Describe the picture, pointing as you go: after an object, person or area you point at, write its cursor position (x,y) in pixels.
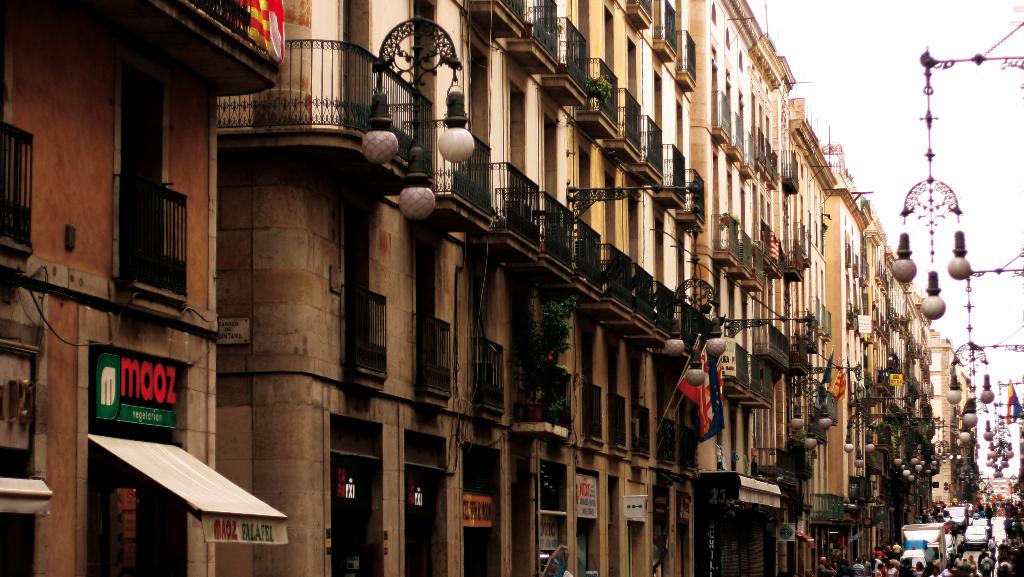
In this image we can see a building (701,557) containing windows (518,167), doors (742,559), metal railing (500,229), lights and flags (707,408) on it. To the right side of the image (892,572) we can see a group of people (912,568) standing on the path (993,530) and group of cars (941,546) parked on the road (953,546). In the background (1003,175), we can see the sky (901,98).
